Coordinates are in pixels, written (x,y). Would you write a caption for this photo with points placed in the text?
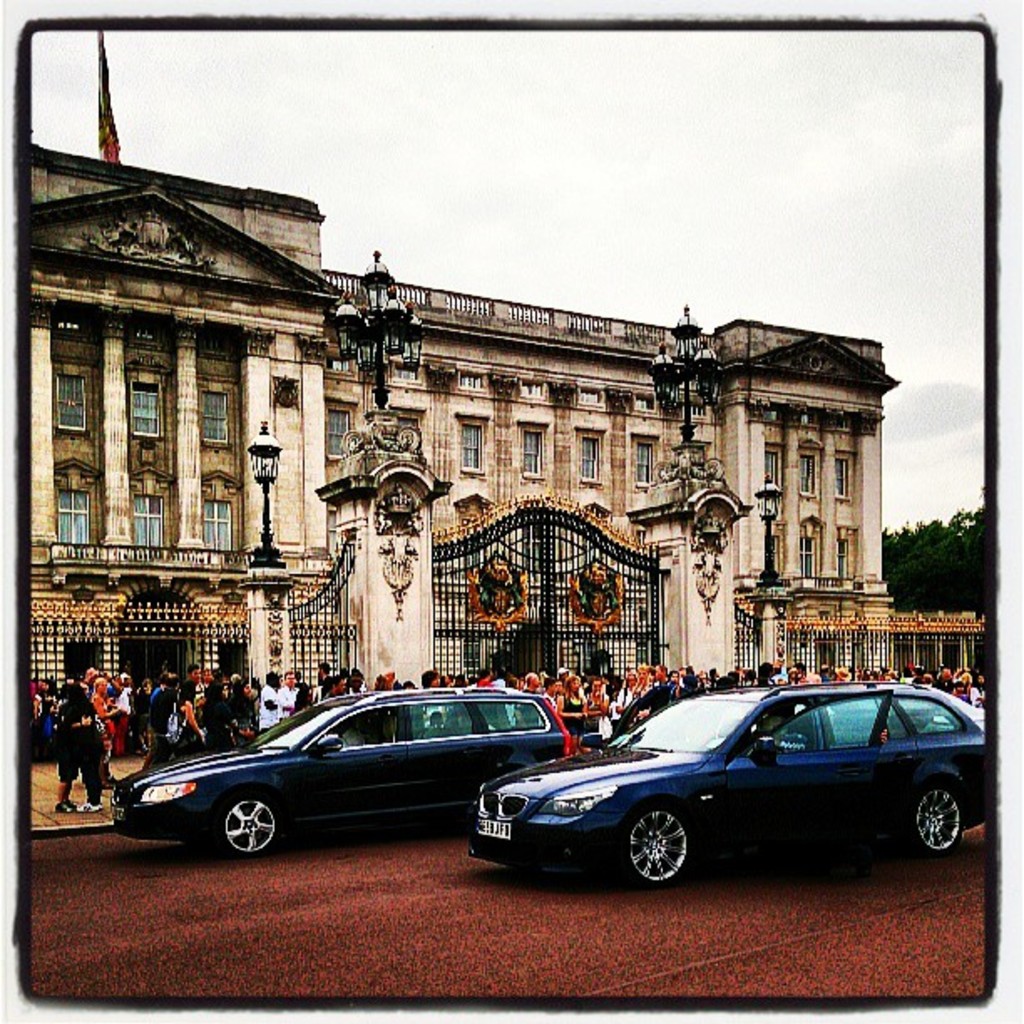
At the bottom (459,836) there are two cars (958,757) on the road (278,905). In the middle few people (591,701) are walking on the footpath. It is a monument (546,448), at the top (615,182) it is the cloudy sky (643,182).
